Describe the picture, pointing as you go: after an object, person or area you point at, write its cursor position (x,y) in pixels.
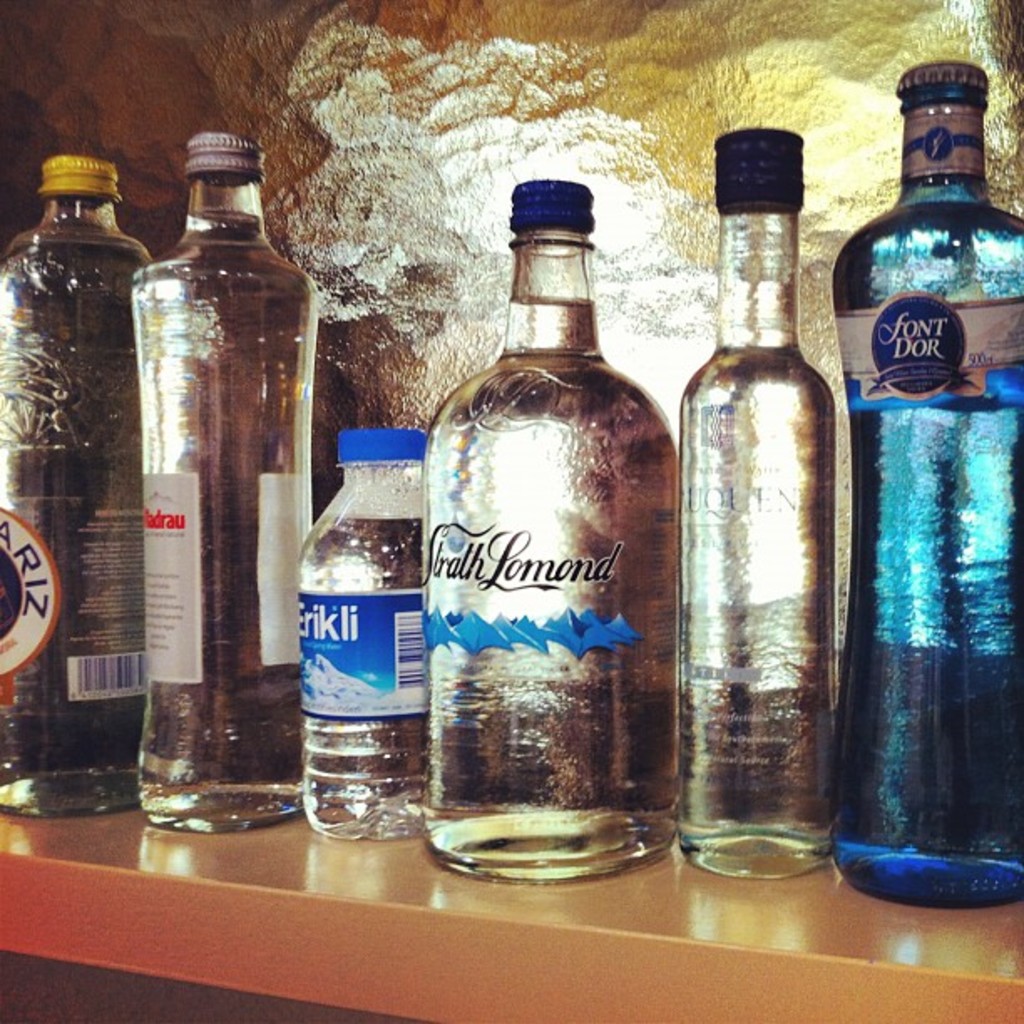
In this picture there are group of bottles (971,774) with some water (549,406), label (272,638) and a lid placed in a rack (449,943) in an order and the background there is a wall (383,160).
